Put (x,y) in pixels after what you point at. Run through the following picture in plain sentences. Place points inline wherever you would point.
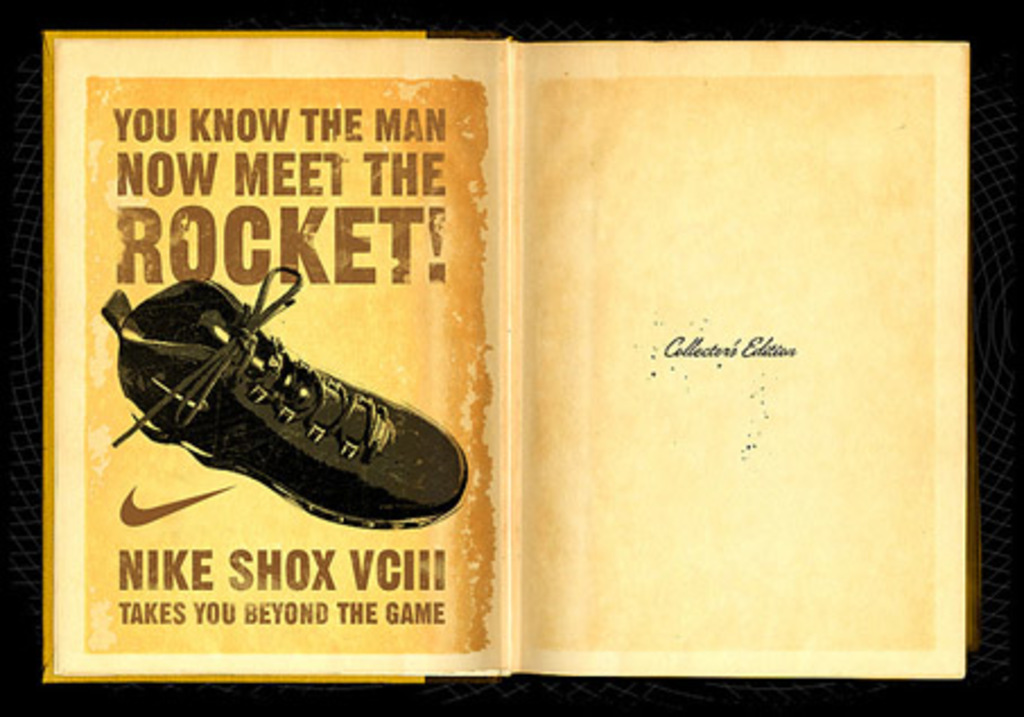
As we can see in the image there is a poster (408,351). On poster (484,426) there is a shoe (362,424) and something written.
